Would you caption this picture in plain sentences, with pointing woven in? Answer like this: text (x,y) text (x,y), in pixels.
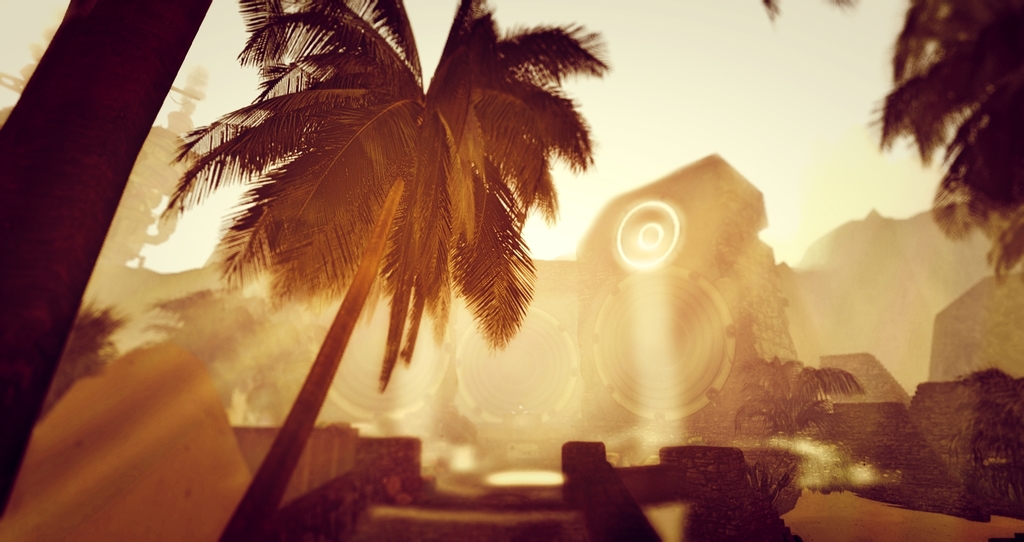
In this picture I can see there are few trees (316,401), building (560,351) in the backdrop (712,238) and the sky (694,138) is clear. This is a sepia toned image.
